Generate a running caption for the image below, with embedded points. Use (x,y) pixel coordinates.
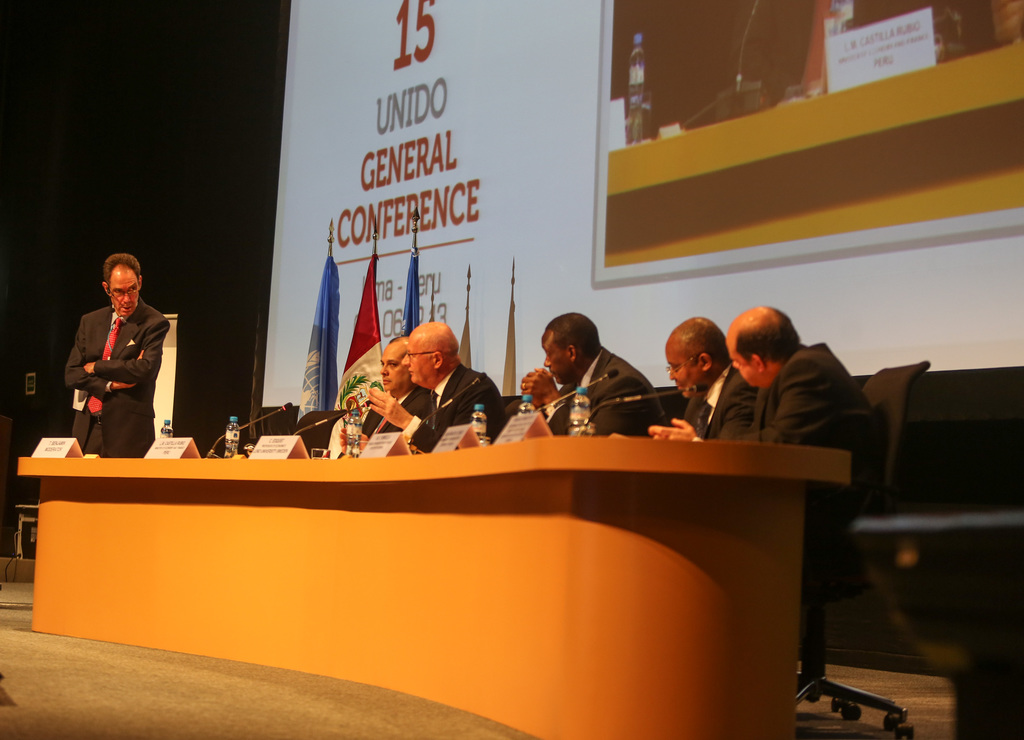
In this image there are a few men (487,377) sitting on the chairs (879,441) at the table (530,441). On the table (520,441) there are water bottles (574,400), name boards (291,447) and microphones (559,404). Behind them there are flags (357,357) to the poles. To the left (126,351) there is a man (121,368) standing. In the background (604,149) there is a projector board (587,188). There is text (398,157) on the board (403,142).
